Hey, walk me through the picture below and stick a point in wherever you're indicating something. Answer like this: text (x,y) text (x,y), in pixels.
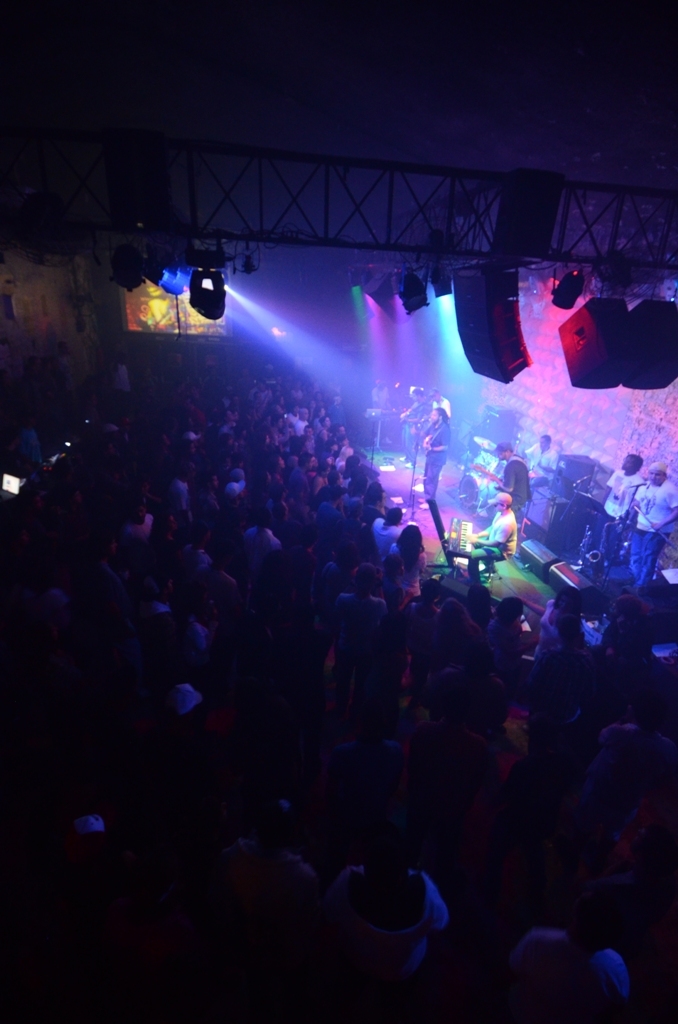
This looks like a stage show. There are groups of people (274,643) standing. Here is a person (438,459) playing the guitar (423,445). I can see another person (501,535) sitting and playing the piano (461,534). I think these are the show lights (447,277), which are attached to the lighting truss (363,211). This looks like a wall (618,428). I can see few people (653,524) playing the musical instruments (467,494).
